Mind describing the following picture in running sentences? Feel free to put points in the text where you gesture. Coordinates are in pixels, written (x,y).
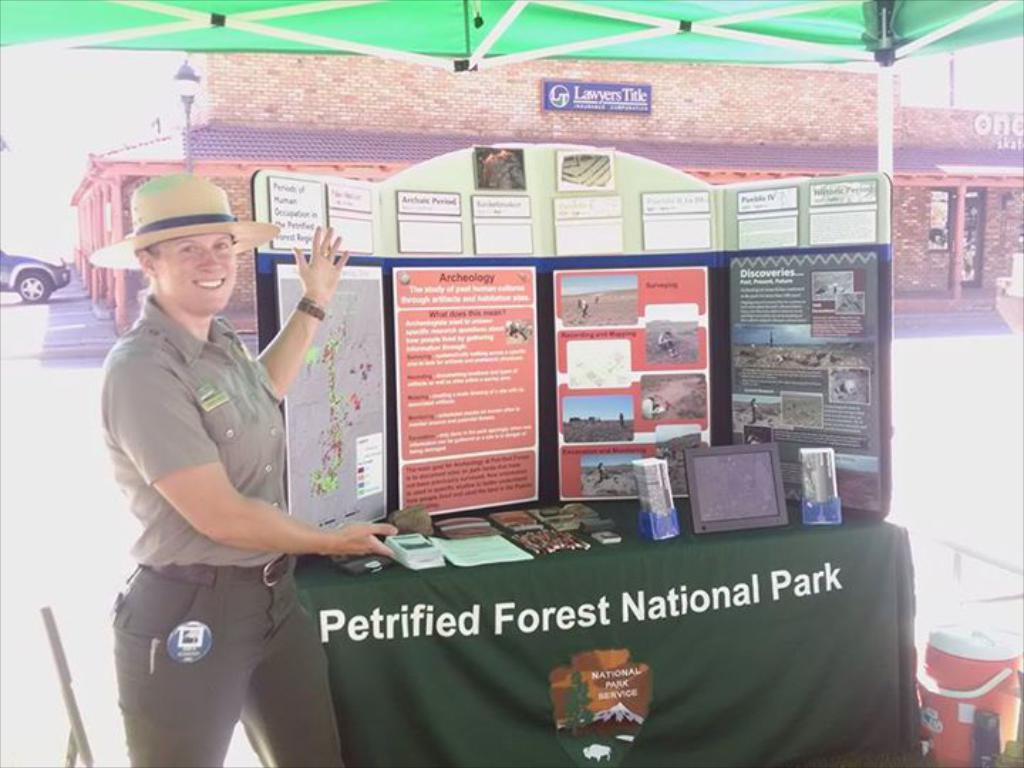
In this image we can see there is a tent (256,39). In the tent (203,36) there is a person (272,613) standing and there is a table (568,669) with a cloth (568,669), on the table (697,579) there is a pen stand (638,485), paper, tablet (702,499), box (663,528), frames (560,414) attached to the board (793,495) and a few objects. At the side there is an orange color object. And at the back (373,103) there is a building (785,172), pole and vehicle (25,270) on the road (8,315).
